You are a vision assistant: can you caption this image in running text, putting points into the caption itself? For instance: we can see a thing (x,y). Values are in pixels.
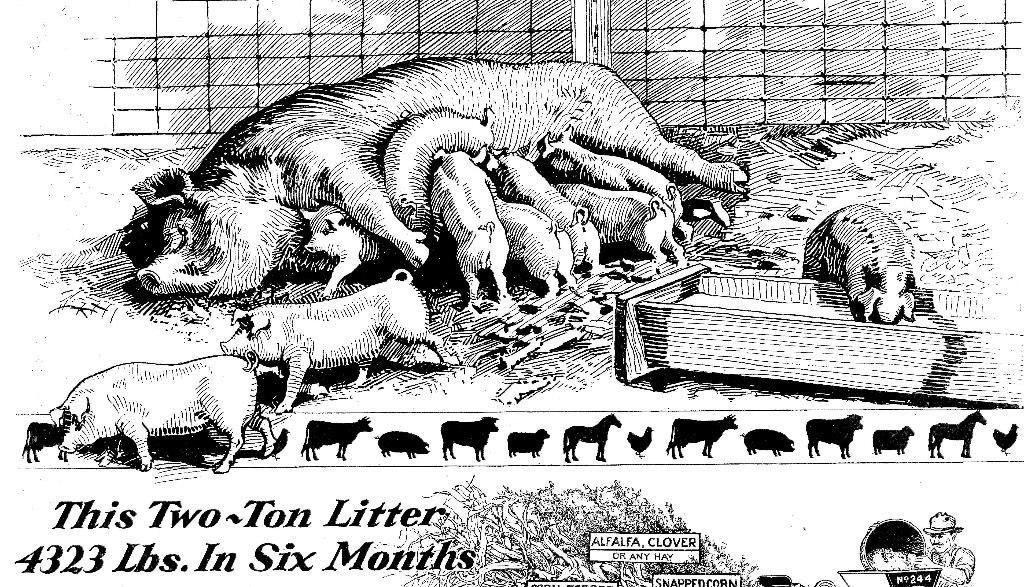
In this picture we can see poster (819,449), on this poster (894,475) we can see animals (705,431), person (938,550) and text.
